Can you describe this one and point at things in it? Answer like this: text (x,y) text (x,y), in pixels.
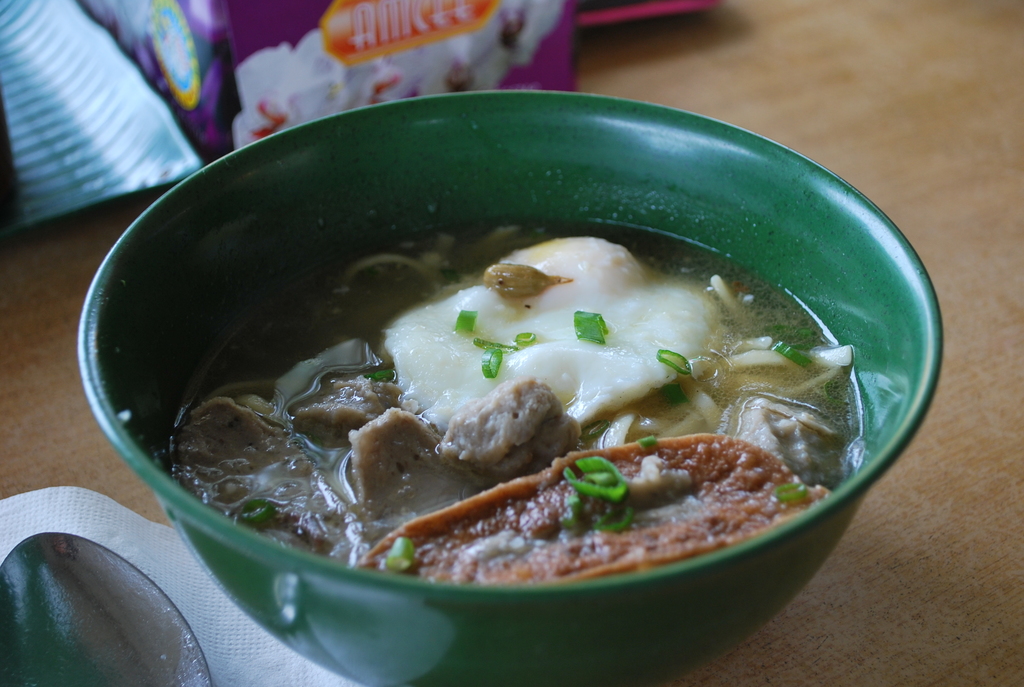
In this image we can see food (804,397) in a bowl (837,304), tissue paper (247,640), spoon (24,641), and packets (218,95) on a wooden platform (655,36).
